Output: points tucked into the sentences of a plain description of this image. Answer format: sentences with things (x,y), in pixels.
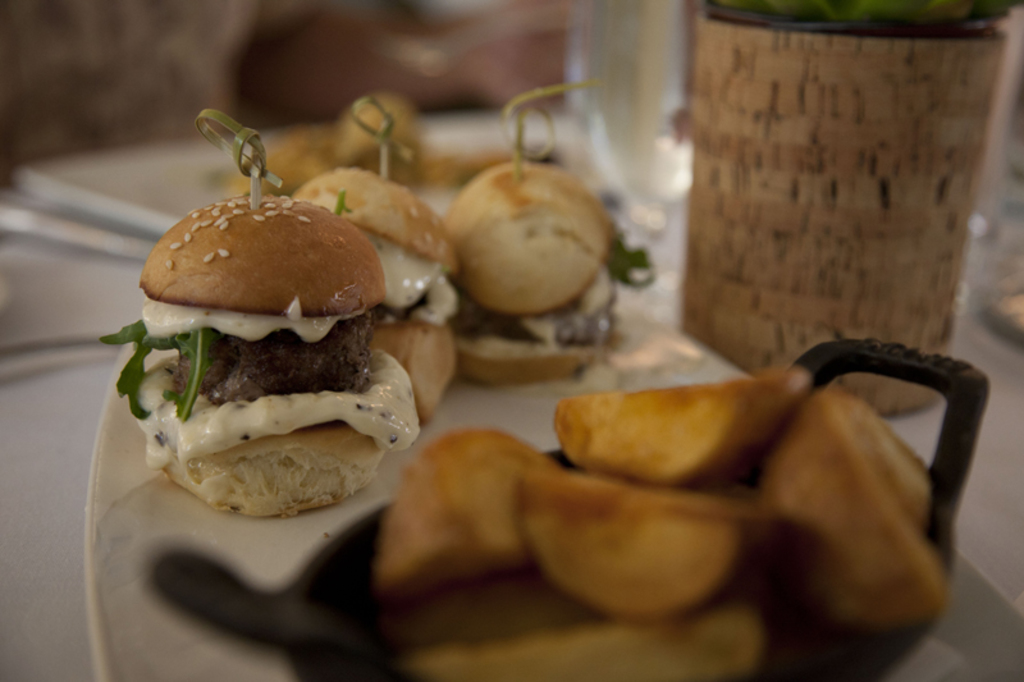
In this picture we can see food (470,343) in the plate (327,536), beside to the plate (563,388) we can find few other things (712,148) on the table (98,333).
